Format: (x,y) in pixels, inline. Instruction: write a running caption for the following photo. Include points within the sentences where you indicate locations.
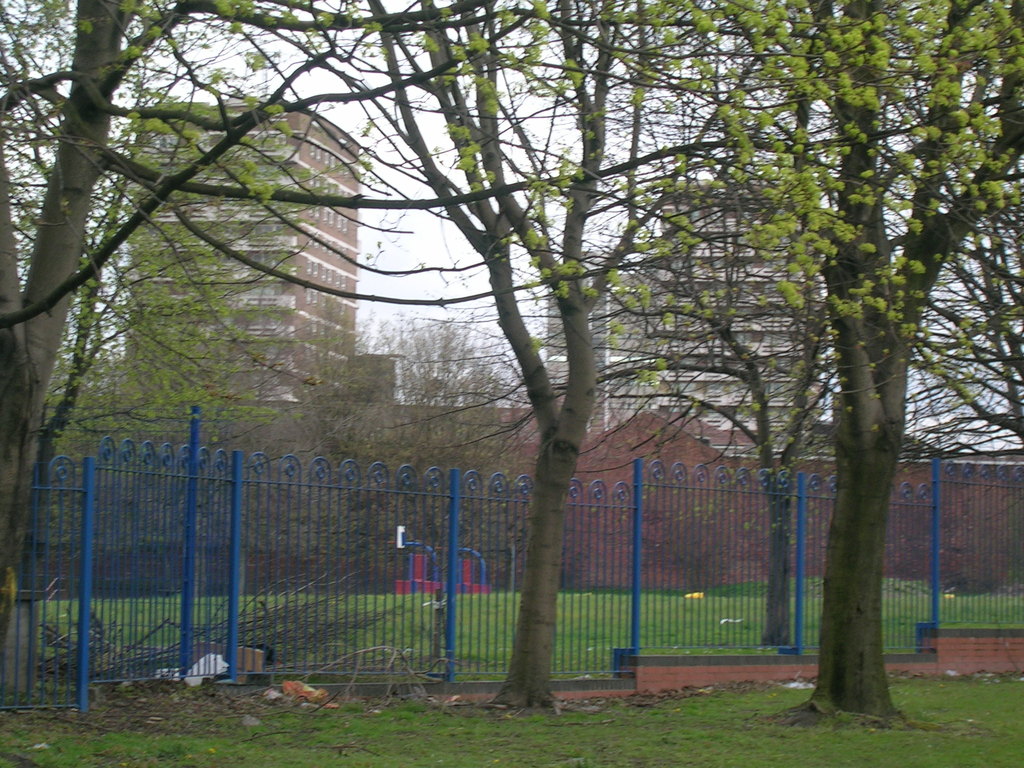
In this image I can see many trees (522,671), railing (370,617) and the buildings (324,324). In the background (511,86) I can see the sky (429,279).
